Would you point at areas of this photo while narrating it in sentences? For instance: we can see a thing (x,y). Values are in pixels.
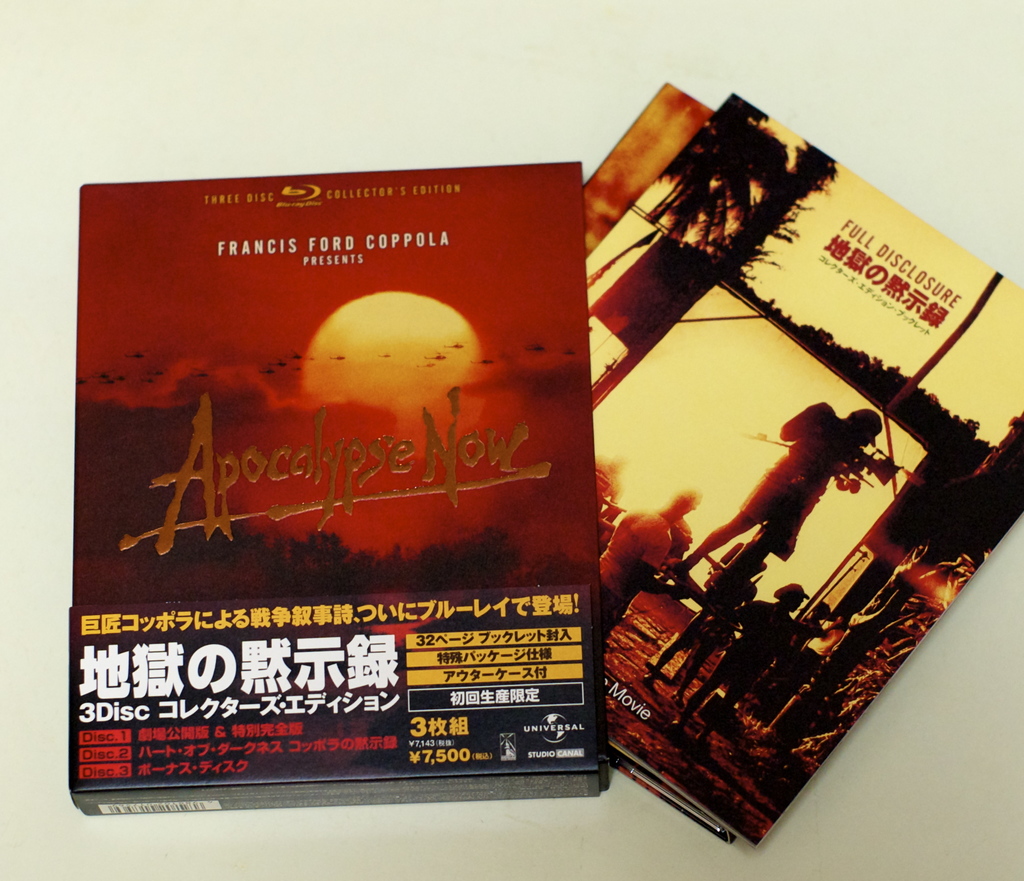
This picture shows a box (484,596) and we see couple of cd covers (591,303) on the table (359,138).
